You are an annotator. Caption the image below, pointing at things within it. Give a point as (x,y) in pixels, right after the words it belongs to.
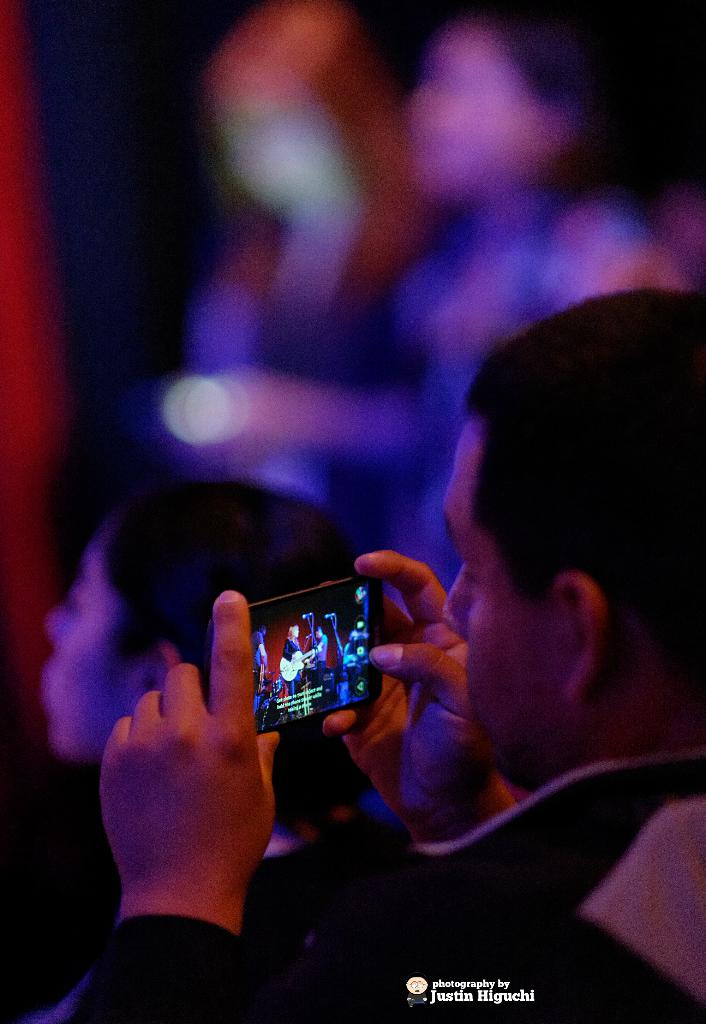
In this image I can see a man (435,763) and I can see he is holding a phone (326,683). In phone's screen (302,652) I can see a person (288,653). In the background (288,494) I can see few more people (286,294) and I can see this image is little bit blurry from background (112,626).
